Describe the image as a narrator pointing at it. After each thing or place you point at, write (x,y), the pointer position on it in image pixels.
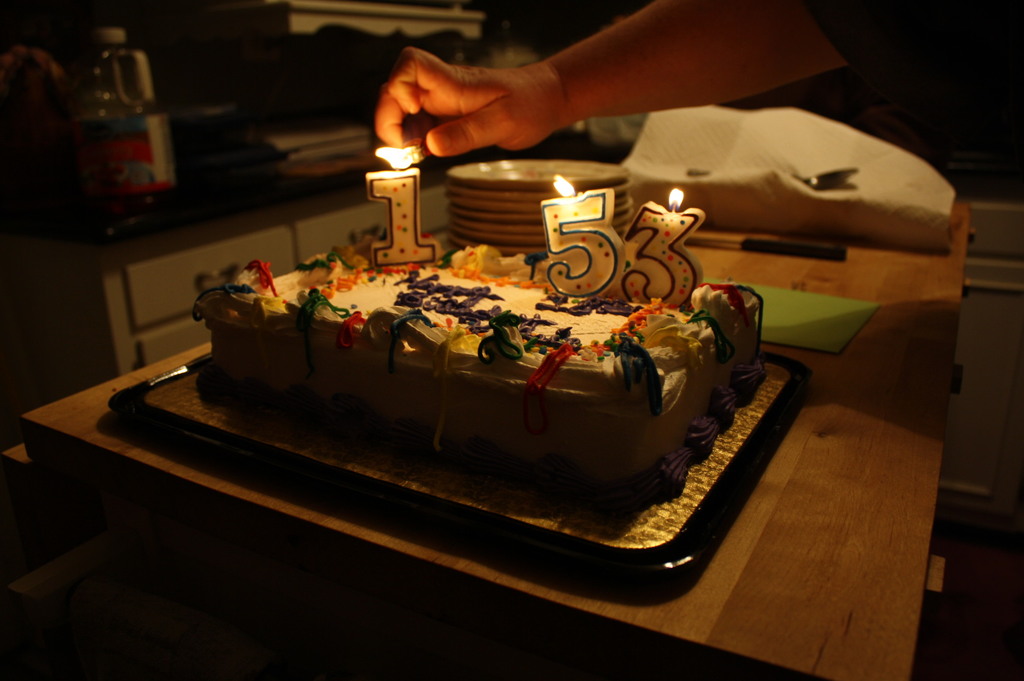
In this image I can see cake (670,322), few plates (513,213) and a hand (493,83) of a person (612,93).
